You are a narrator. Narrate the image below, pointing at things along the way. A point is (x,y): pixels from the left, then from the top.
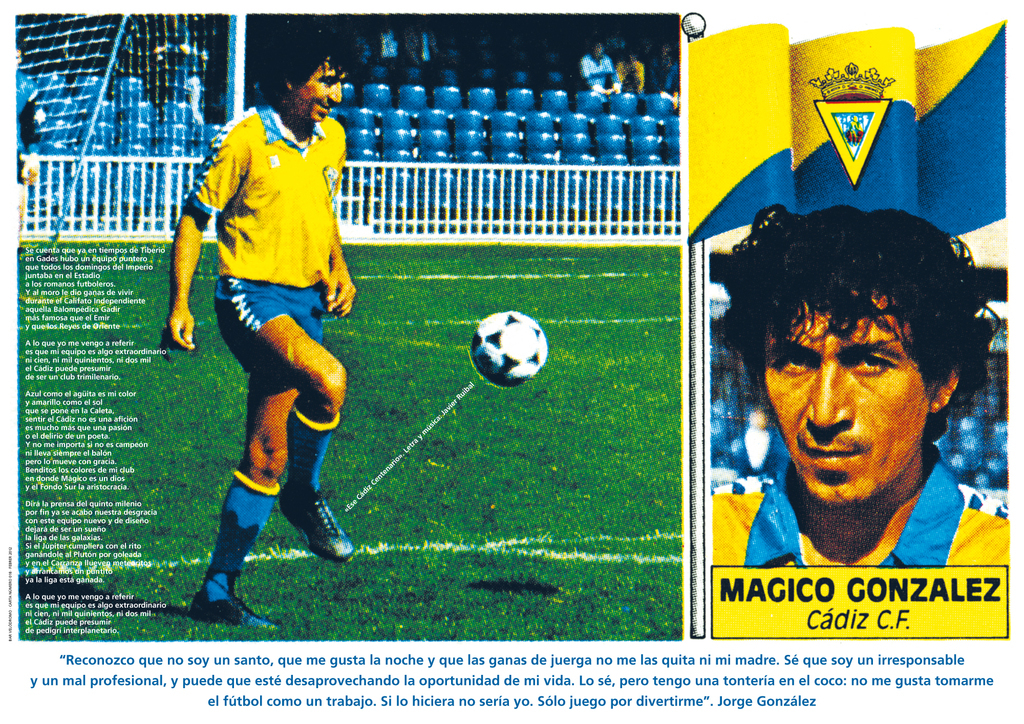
This is a collage image. In this collage image we can see a man (336,417) standing on the ground (433,505), ball (546,347) and some text (571,663).
